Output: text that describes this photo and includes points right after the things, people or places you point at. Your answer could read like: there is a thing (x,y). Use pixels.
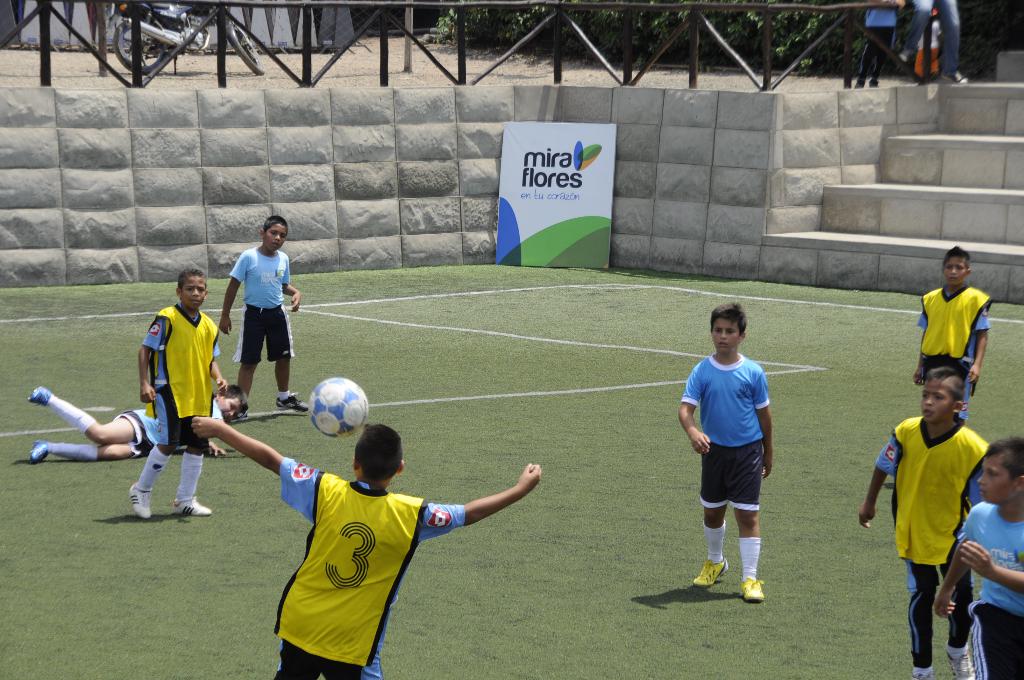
In this image we can see a few boys (964,674) who are playing a football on the ground (575,416). Here we can see a motorcycle (254,50) which is on the top left (122,19).
